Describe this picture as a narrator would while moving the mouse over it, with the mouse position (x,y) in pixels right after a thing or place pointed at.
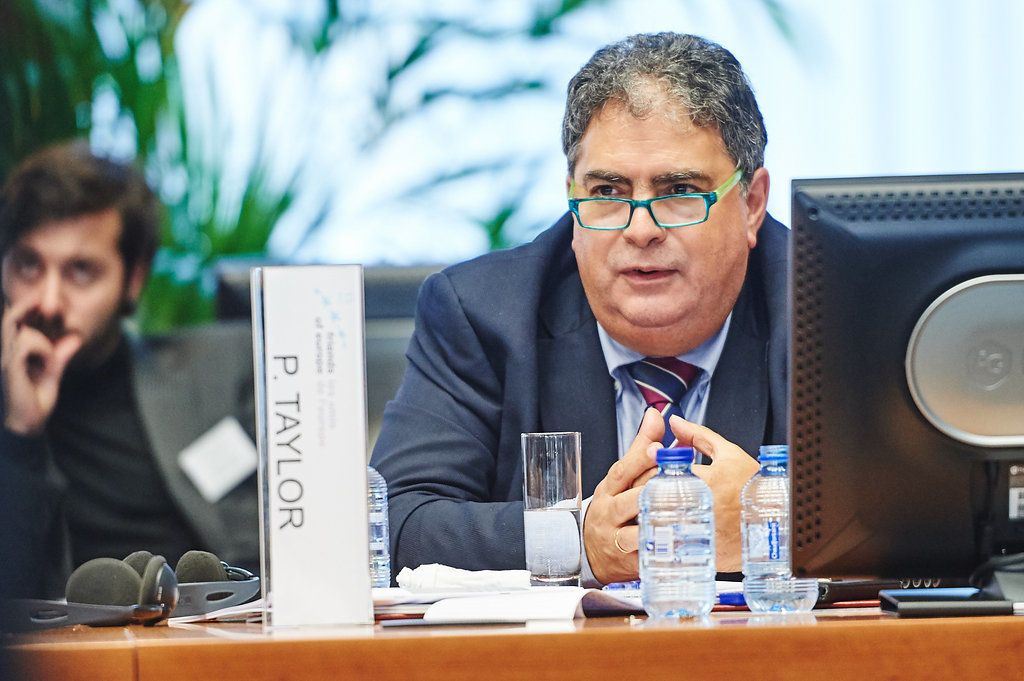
In this image I can see a man (435,501) in front of the table (488,634) on which a glass (533,563), few bottles (679,554), monitor (848,458) and few objects (285,611) are placed. On the left side (77,186) there is another man (101,423). In the background (144,35) I can see a plant (139,109).
